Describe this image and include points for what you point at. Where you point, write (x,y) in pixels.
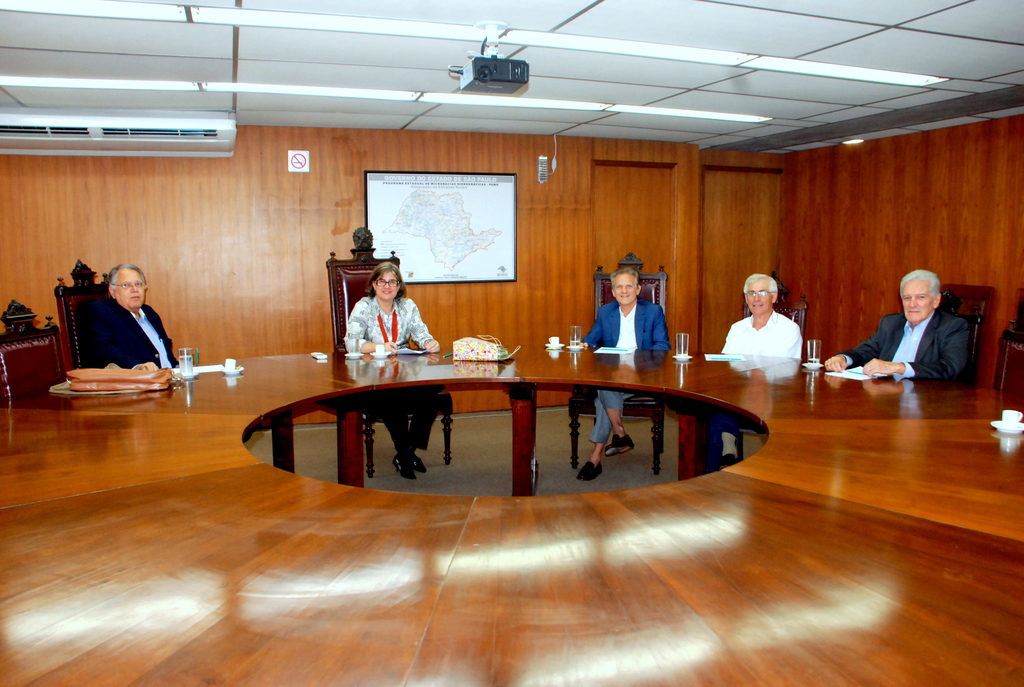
There are 5 people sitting on a chair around a big table (239,469). Behind them there is a wall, frame (450,222), AC (146,146). On the roof top (505,116) there is a projector (491,78).
